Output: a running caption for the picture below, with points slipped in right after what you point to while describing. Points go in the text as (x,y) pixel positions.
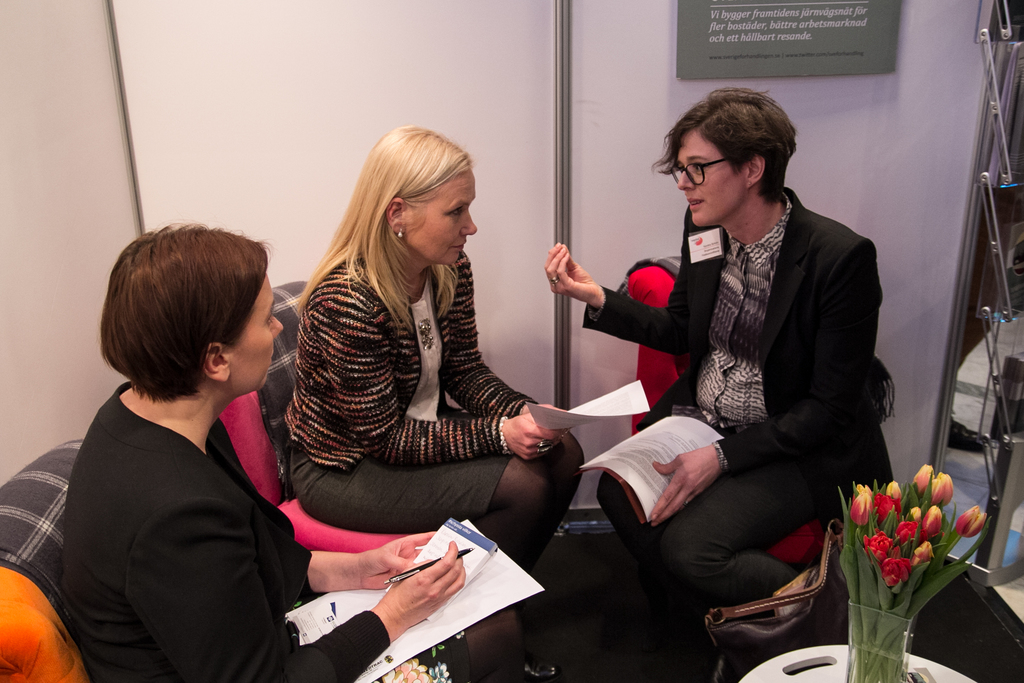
In this image I can see three women (369,462) sitting on couches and holding papers (635,444) in their hands (689,460). I can see a white colored table (825,664) and few flowers (906,528) on it which are red and yellow in color. In the background (635,229) I can see the white colored surface (365,99), a grey colored board (879,15) attached to it and few other objects (1015,451).
